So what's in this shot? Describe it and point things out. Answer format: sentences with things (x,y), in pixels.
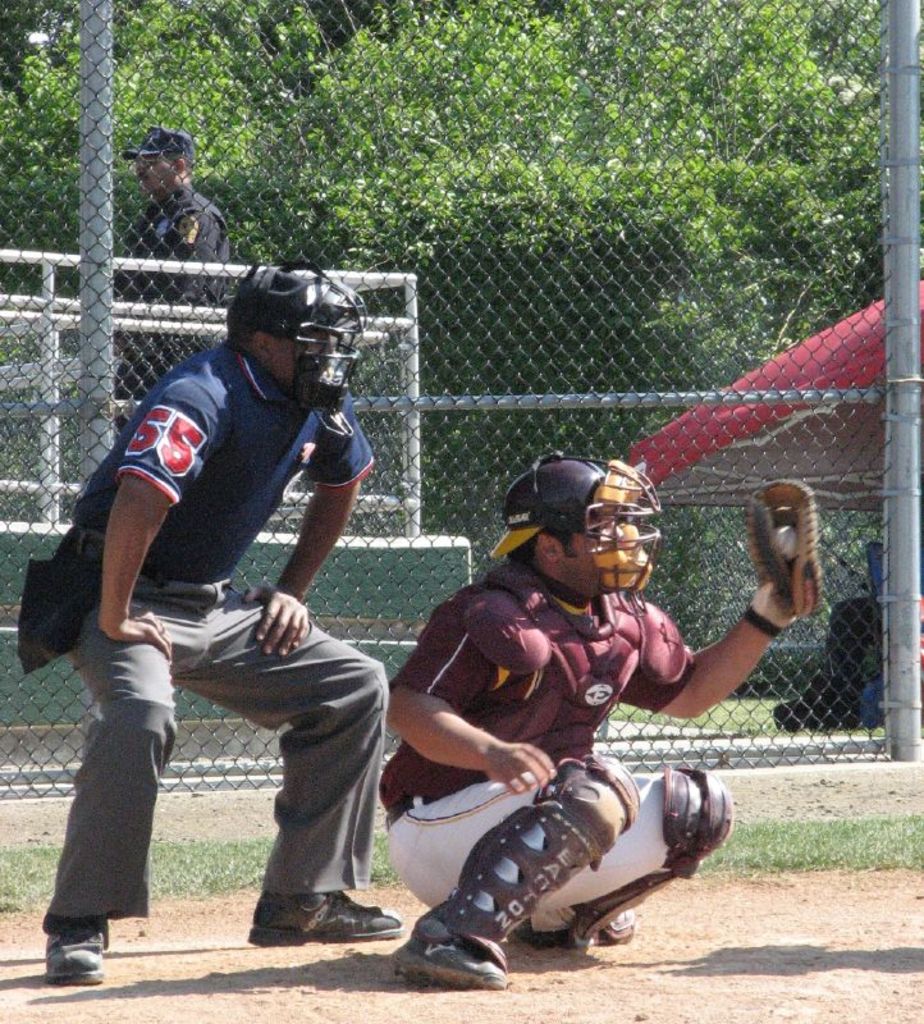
As we can see in the image there are three people (291,631), an umbrella (822,459), fence (907,343) and trees (747,103).
